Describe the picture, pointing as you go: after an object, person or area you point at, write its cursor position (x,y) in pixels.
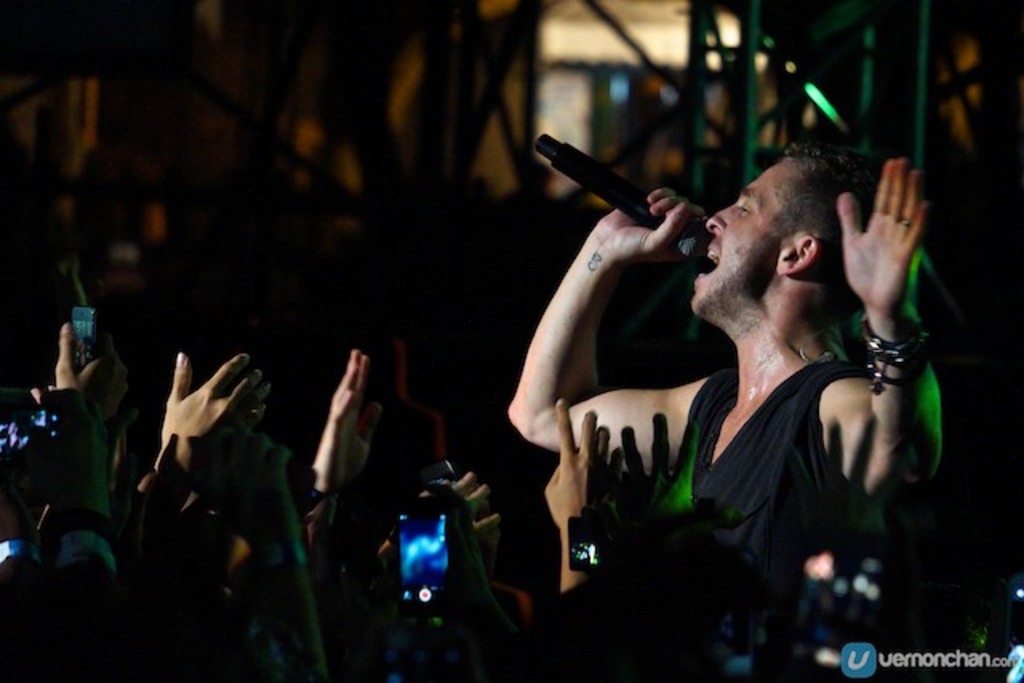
As we can see in the image there are few people (181,499) here and there and the man (735,433) over here is holding mic (605,172) and singing a song.
